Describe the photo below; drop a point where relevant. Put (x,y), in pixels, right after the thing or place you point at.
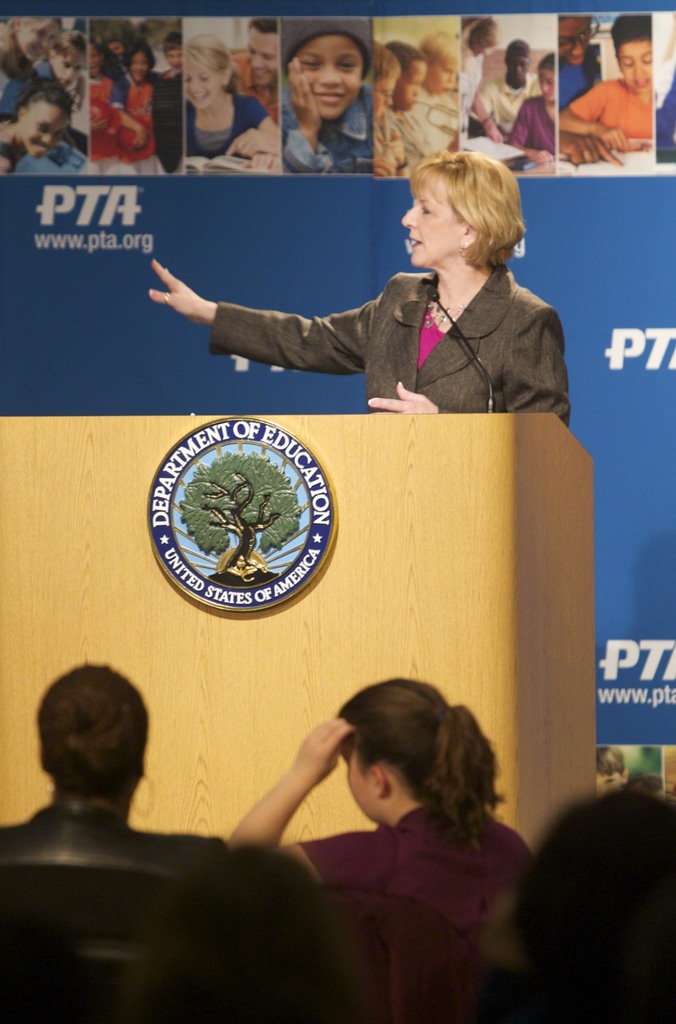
In this picture we can see some people (24,851) are sitting on chairs (143,930) and a woman (439,271) is standing behind the podium (401,489) and on the podium (345,546) there is a badge (278,485) and a microphone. Behind the people (433,337) there is a board (19,236).
